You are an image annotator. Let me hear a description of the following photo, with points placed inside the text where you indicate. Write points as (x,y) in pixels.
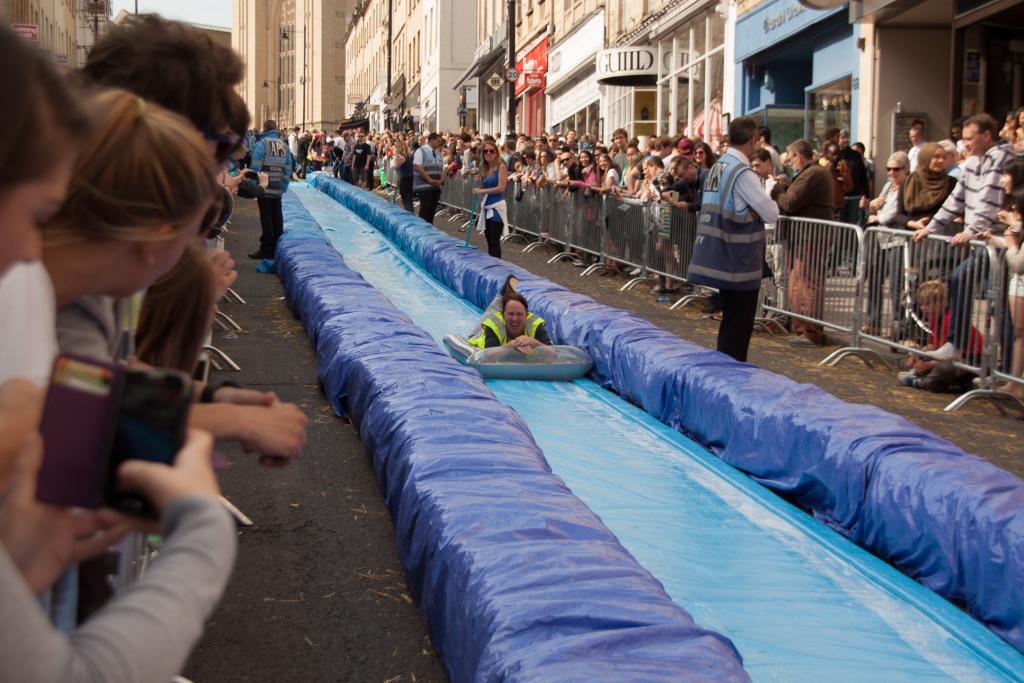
In this image I can see group of people (682,197) are standing. Here I can see a woman (520,347) is sliding on an object (513,351). In the background (369,58) I can see fence (613,237), poles (511,87) and buildings (439,100).
